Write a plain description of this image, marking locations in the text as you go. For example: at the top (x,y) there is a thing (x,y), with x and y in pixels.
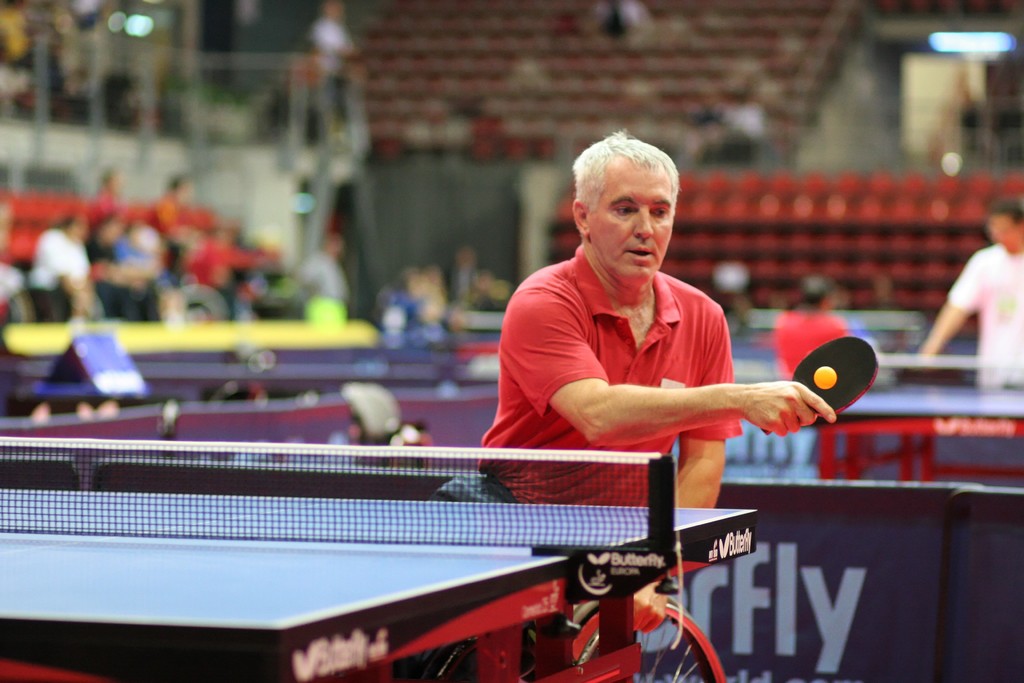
In this image we can see a group of people (556,376). In the center of the image (584,405) we can see a person (658,408) sitting in a wheelchair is holding a bat (869,373) in his hand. On the left side of the image (21,491) we can see a net (626,514) on the table (185,553). On the right side of the image (1017,371) we can see a person (1012,285) standing. In the background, we can see some chairs (923,204), poles (300,135) and some lights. At the bottom of the image (762,625) we can see a board (762,625) with some text (832,619).
